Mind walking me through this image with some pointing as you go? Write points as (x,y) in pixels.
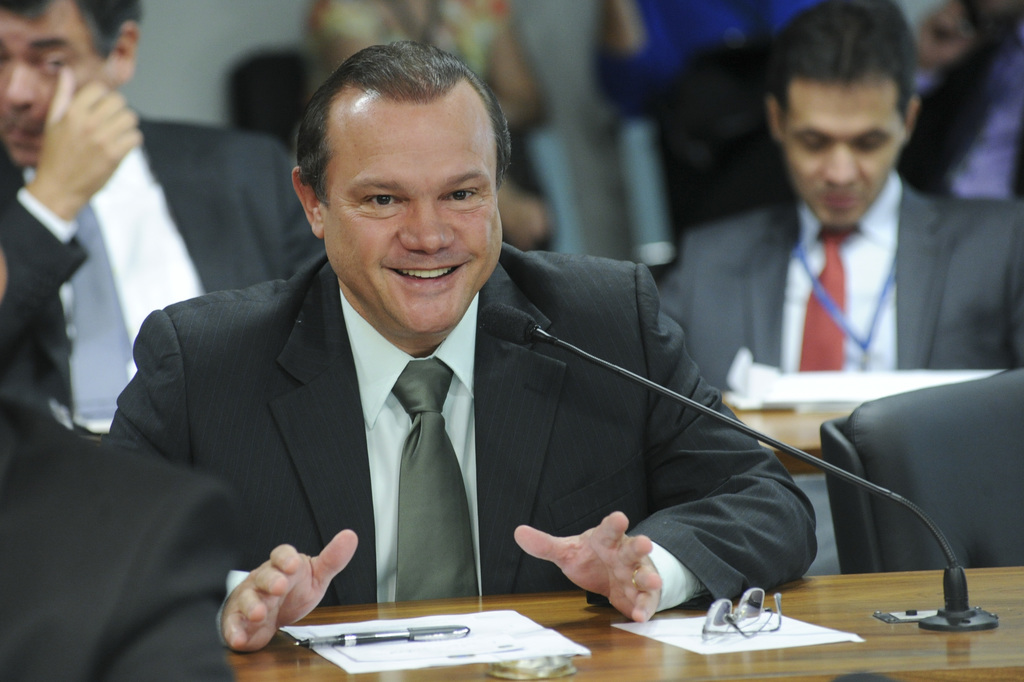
As we can see in the image there are few people (423,305) sitting on chairs (887,567) and there is a mike (979,623) on table (787,658).
